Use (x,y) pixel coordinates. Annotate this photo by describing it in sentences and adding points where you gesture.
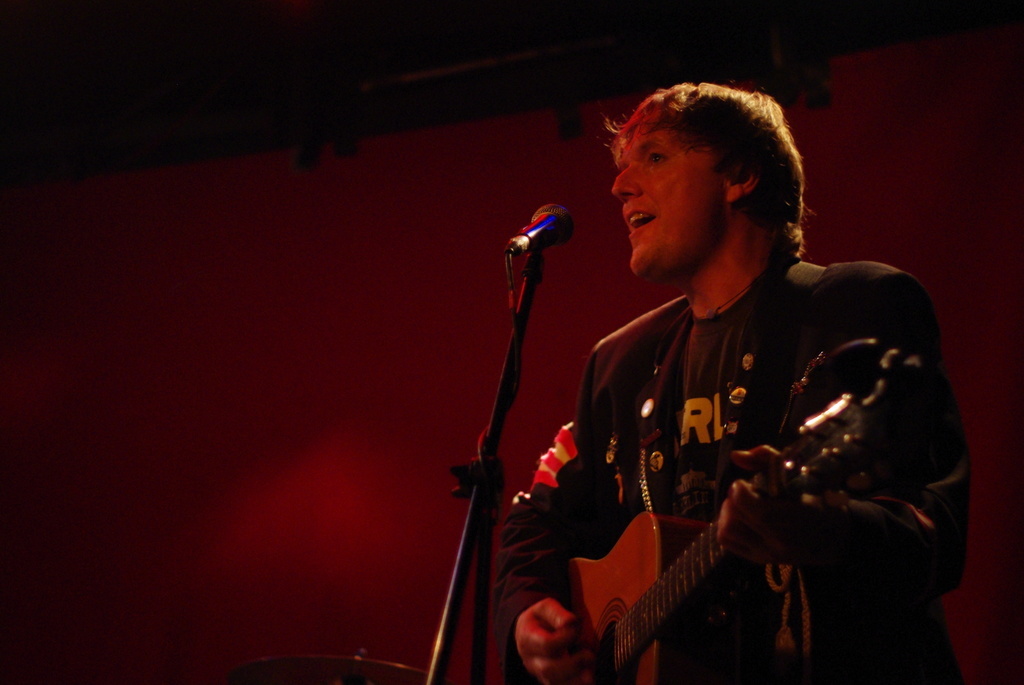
In this image I see a man (895,611) who is standing in front of a mic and holding a guitar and I see it is red in the background (959,76).
